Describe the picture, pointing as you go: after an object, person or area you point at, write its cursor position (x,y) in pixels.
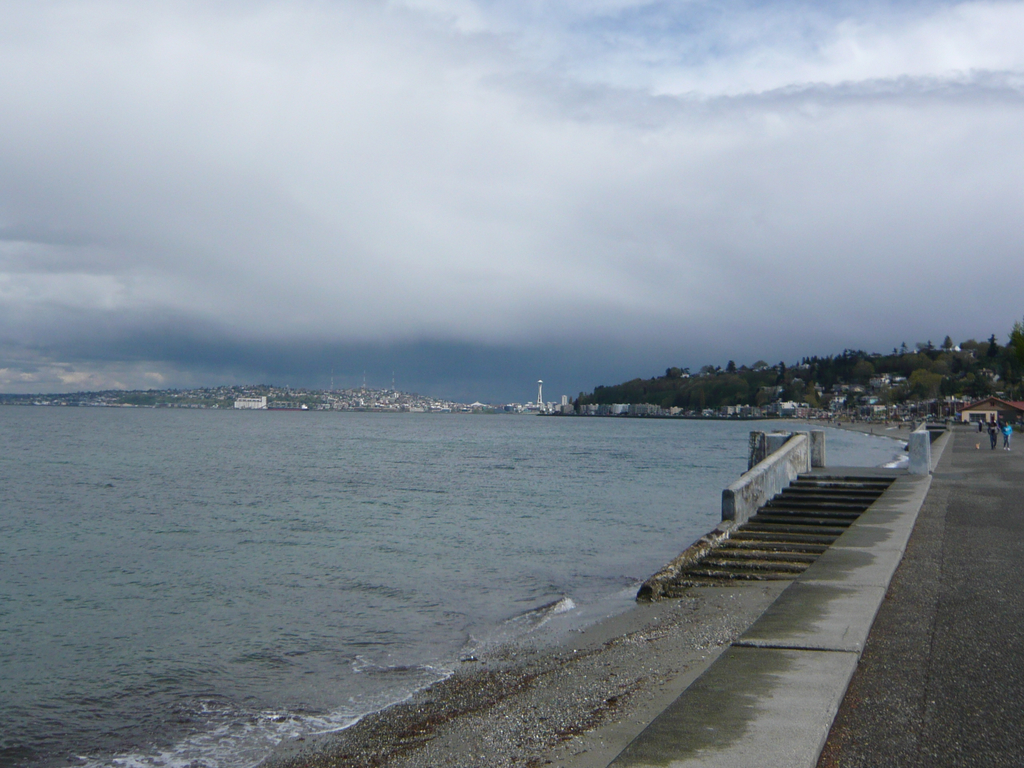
In this image at the bottom (468,564) there is water (385,577) and a walkway (900,636), and in the background (839,388) there are some buildings (243,404) trees (646,399) and some persons (1011,432) are walking. At the top of the image (619,131) there is sky (596,163).
